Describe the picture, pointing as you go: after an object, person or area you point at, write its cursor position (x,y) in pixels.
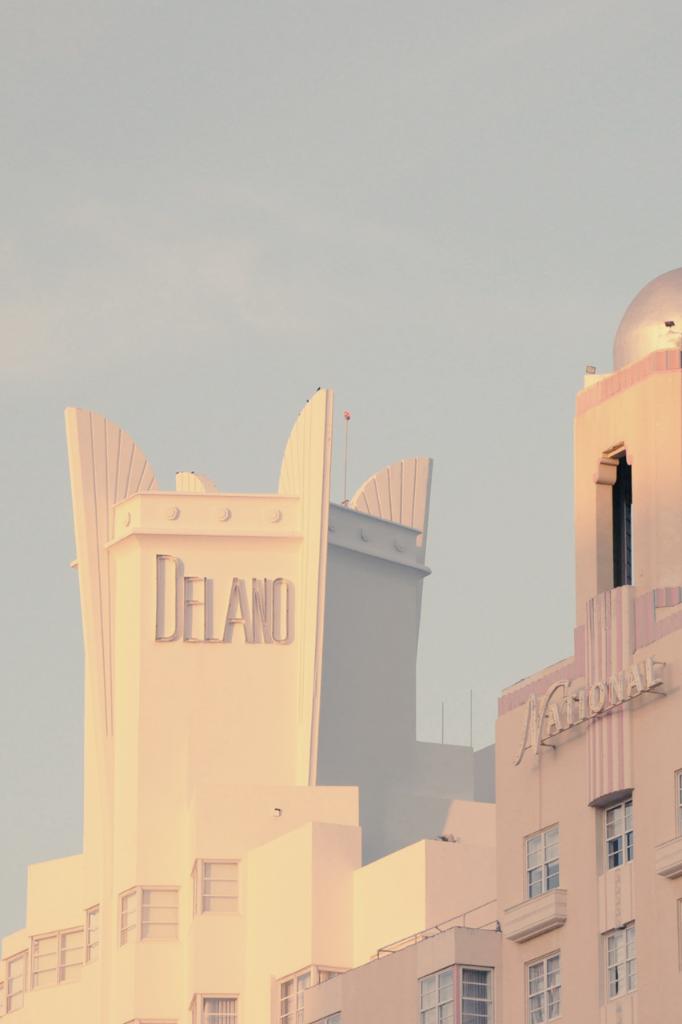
In this image we can see a building (369,882) with windows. Also there are names (268,612) on the building (643,734). In the background (301,284) there is sky (57,51).
